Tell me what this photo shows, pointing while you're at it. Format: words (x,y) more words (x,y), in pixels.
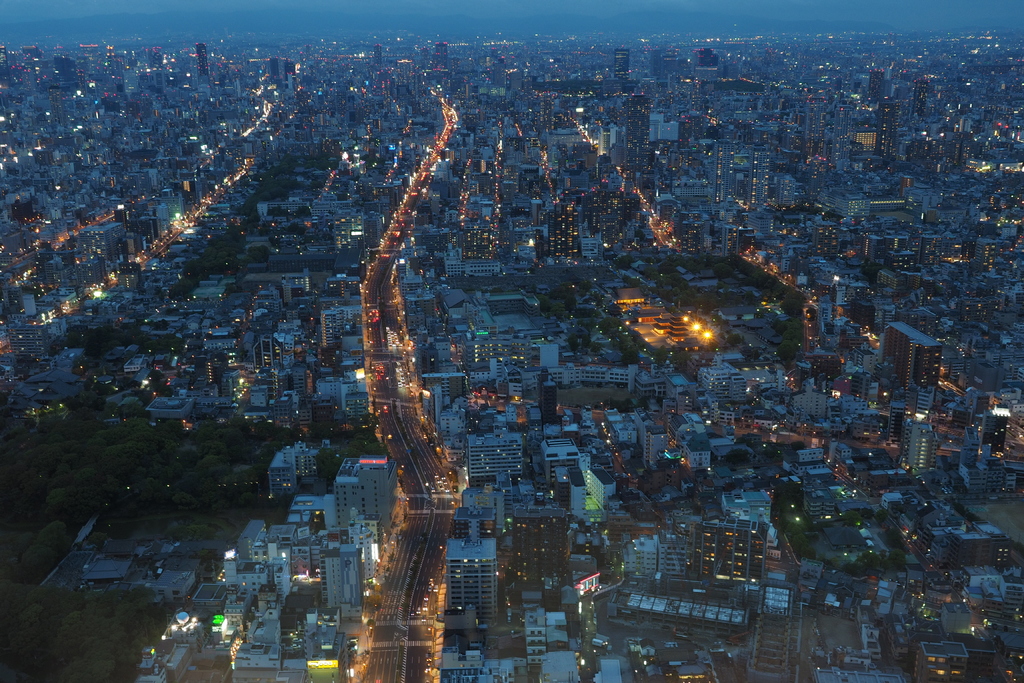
In the foreground of this image (842,348), we can see many buildings (350,171), lights (444,145), roads (372,314), trees (195,467) and the sky (79,12) at the top (75,13).
